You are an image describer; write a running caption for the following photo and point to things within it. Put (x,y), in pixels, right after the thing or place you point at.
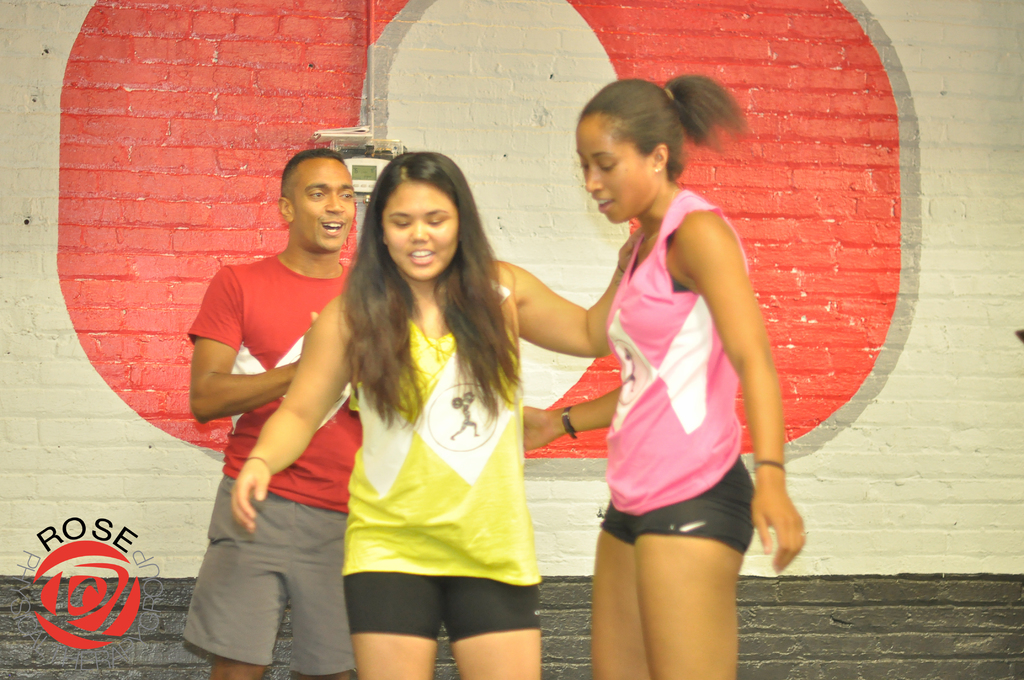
In this image, we can see three persons (687,376) standing, in the background (432,47), we can see the wall (414,44).
